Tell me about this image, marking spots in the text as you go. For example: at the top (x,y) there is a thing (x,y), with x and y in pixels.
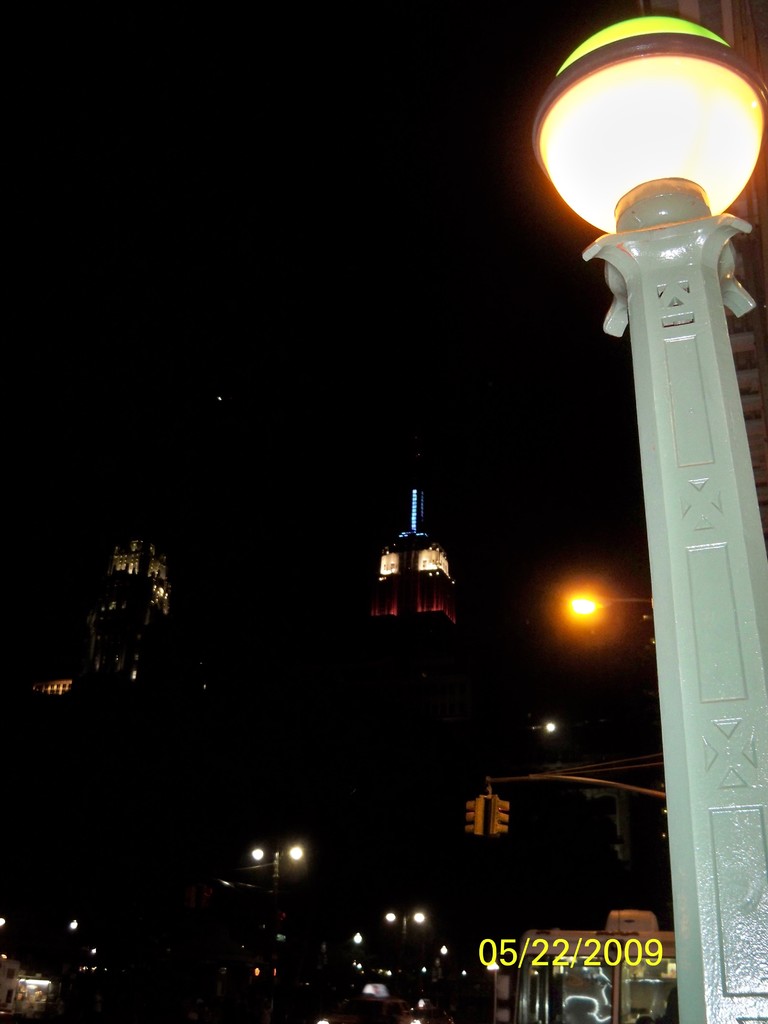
In this image I can see a light (650,212) in the front (658,355). In the background (756,29) I can see few buildings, number of lights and signal lights (498,799). On the right bottom side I can see a watermark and I can see this image is little bit in dark.
